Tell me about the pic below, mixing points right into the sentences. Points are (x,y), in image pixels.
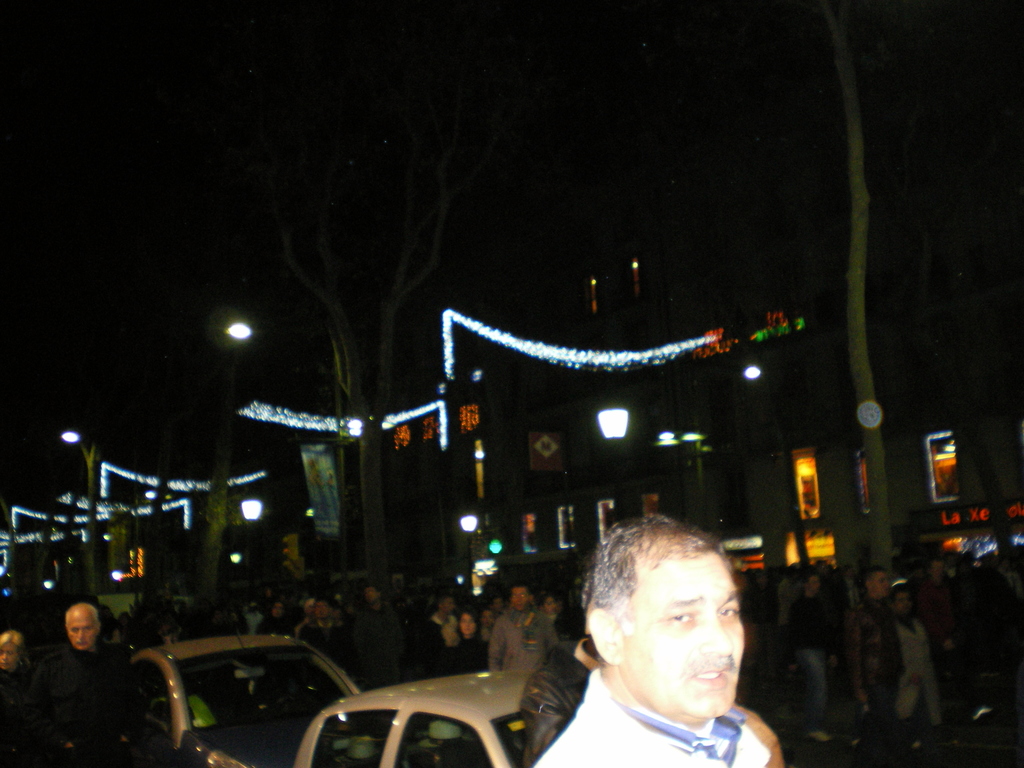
In this picture we can see people (66,658), vehicles (291,664), and trees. Behind the people (370,658), there are street lights (232,329), decorative lights (245,415), a banner (317,468) and buildings (576,423). Behind the buildings (488,382), there is a dark background (603,117).
